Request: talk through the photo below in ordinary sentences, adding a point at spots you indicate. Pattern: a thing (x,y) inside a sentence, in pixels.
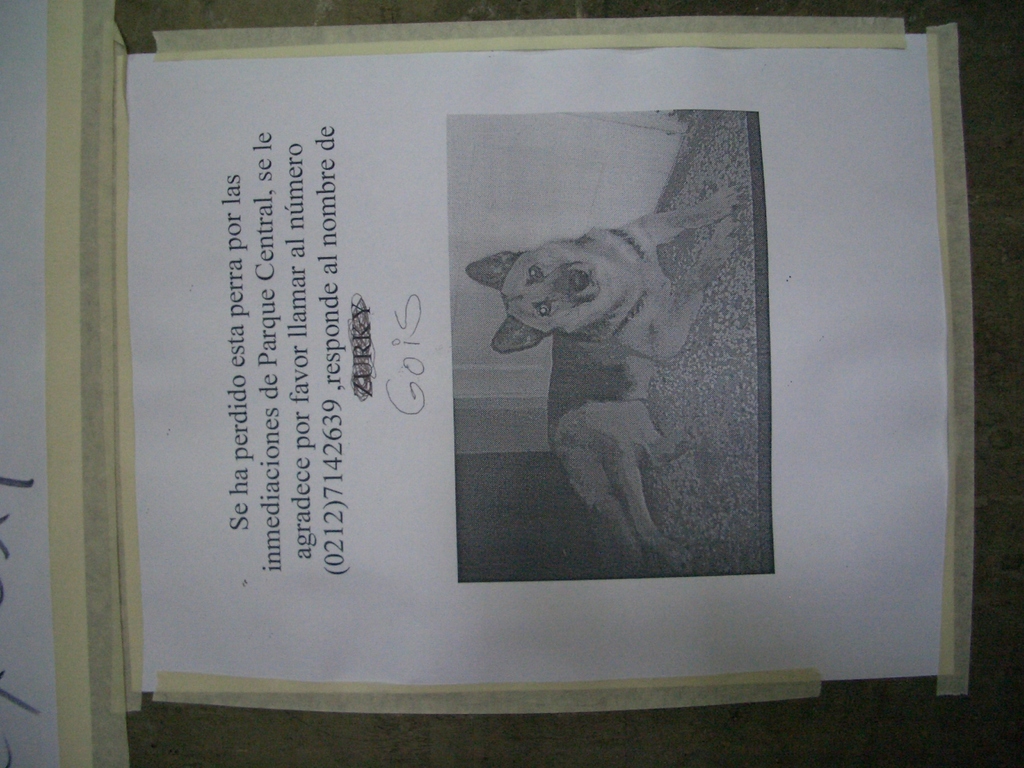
In this image I can see a board (574,741) and a paper (591,71) attached to the board (1018,598). On the paper (504,291) I can see the picture (591,218) of a dog (604,288) lying on the floor (708,359) and something is written on the paper (322,381).
